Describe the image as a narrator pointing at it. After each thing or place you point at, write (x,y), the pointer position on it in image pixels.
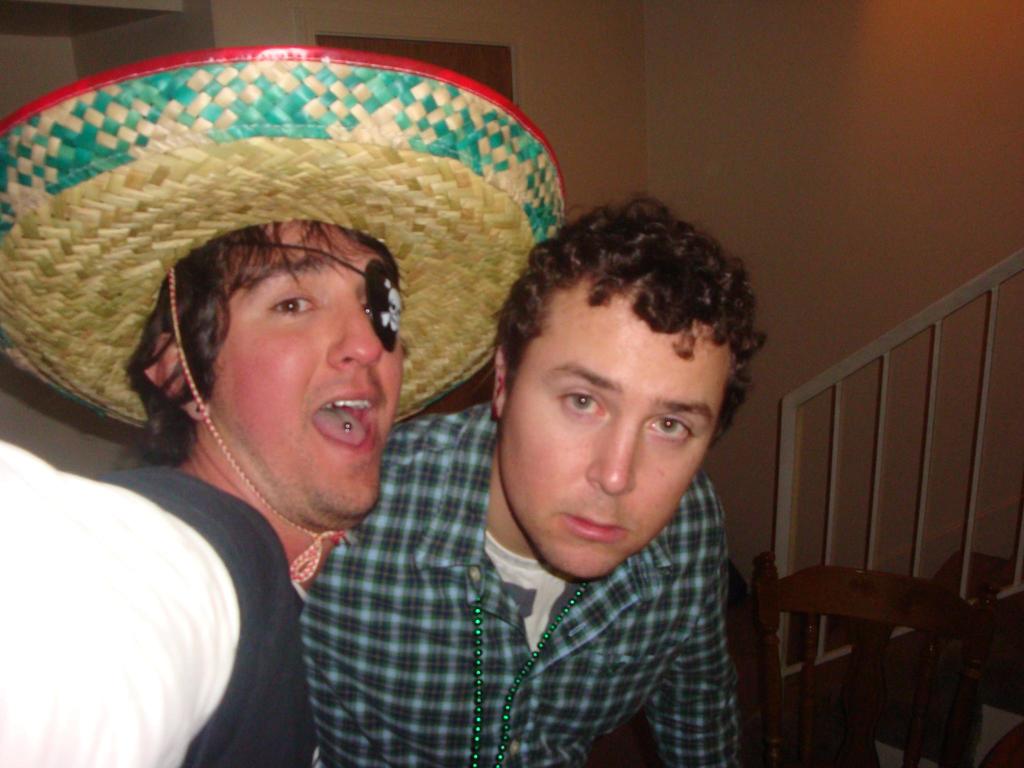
There are 2 people (437,546). The person (86,546) at the left (54,546) is wearing a hat (451,204) and a pirate eye mask (380,330). Behind them there is a chair (820,691) and stairs (857,504).
